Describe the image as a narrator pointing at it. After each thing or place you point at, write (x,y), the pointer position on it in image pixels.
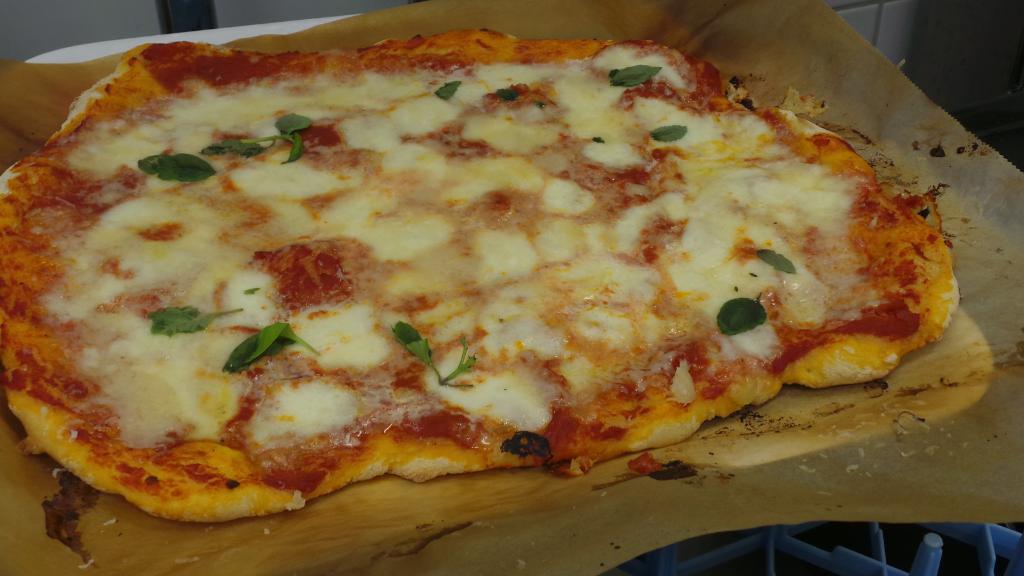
In this picture we can see a brown baking paper (484,528) at the bottom (475,496), there is a pizza (581,309) present on the baking paper (568,490), we can see a dark background (963,82).
